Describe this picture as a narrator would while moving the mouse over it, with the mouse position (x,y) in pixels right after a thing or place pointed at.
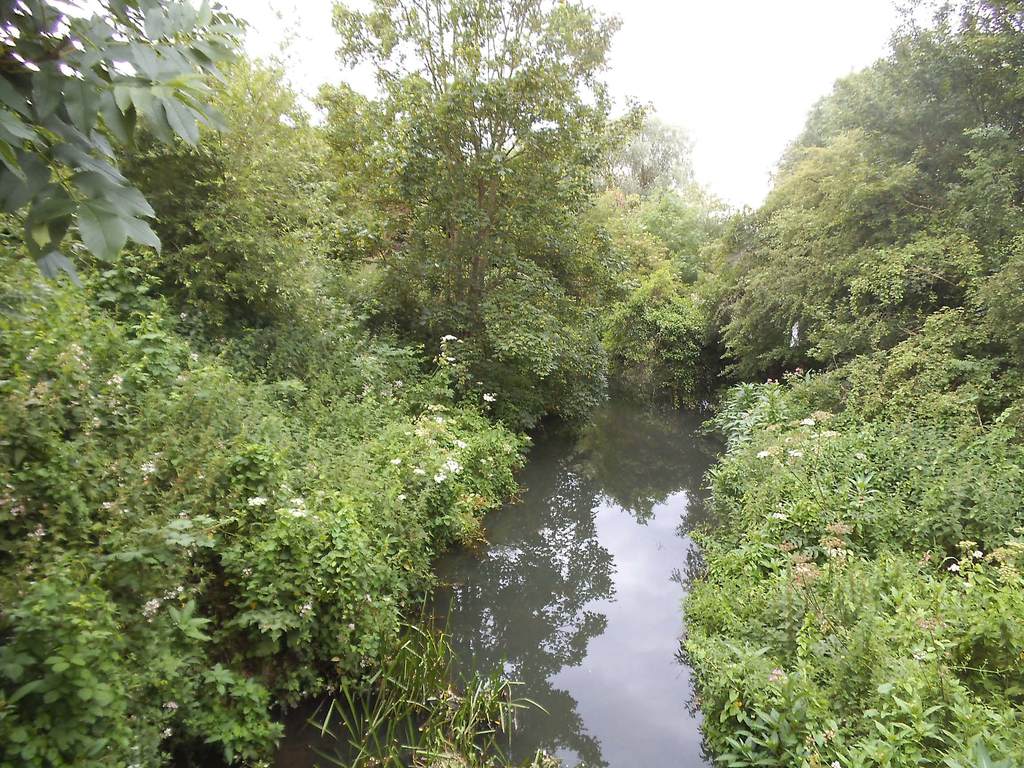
In this image I can see the water (550,552) and few trees (318,223) which are green in color around the water (622,597). I can see few flowers (252,500) which are white in color and in the background (615,114) I can see the sky (665,108).
